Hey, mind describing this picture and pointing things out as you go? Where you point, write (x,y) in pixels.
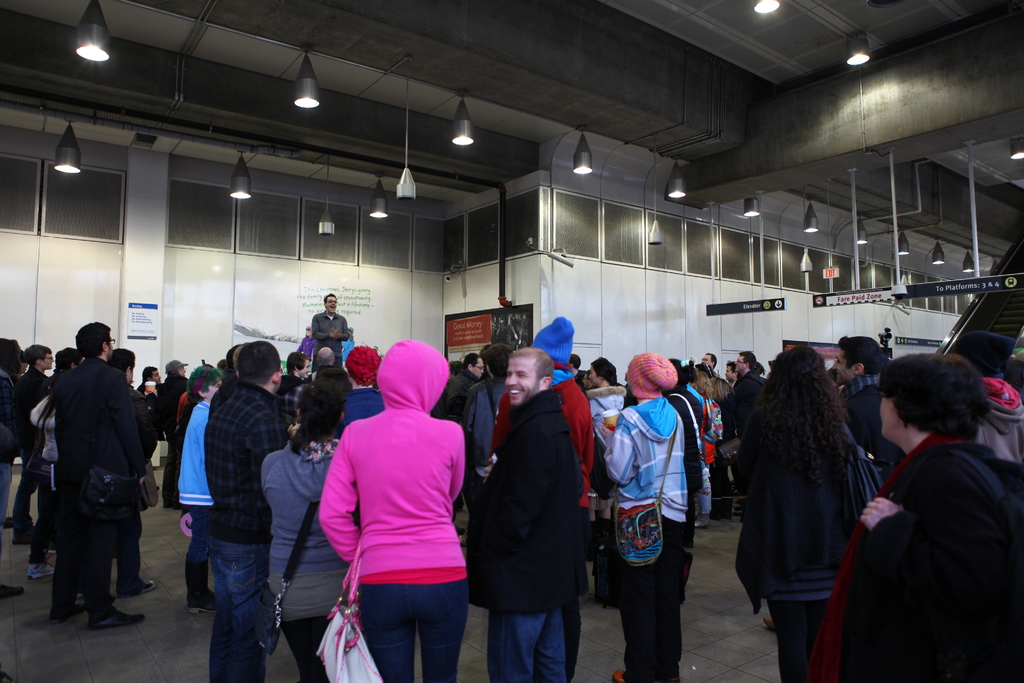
In this image there are a group of people (503,465) standing, and some of them are wearing bags (852,456). And in the background (332,307) there is one person (334,320) standing and talking, and there are some boards (810,345), pillars (129,224), wall (67,273), windows (572,229), lights (758,213). And at the top (760,53) there is ceiling (615,53) and some lights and pillars (810,110), at the bottom (716,583) there is floor (179,599) and on the right side (998,300) there are stairs (975,320) and some boards (1013,280).
